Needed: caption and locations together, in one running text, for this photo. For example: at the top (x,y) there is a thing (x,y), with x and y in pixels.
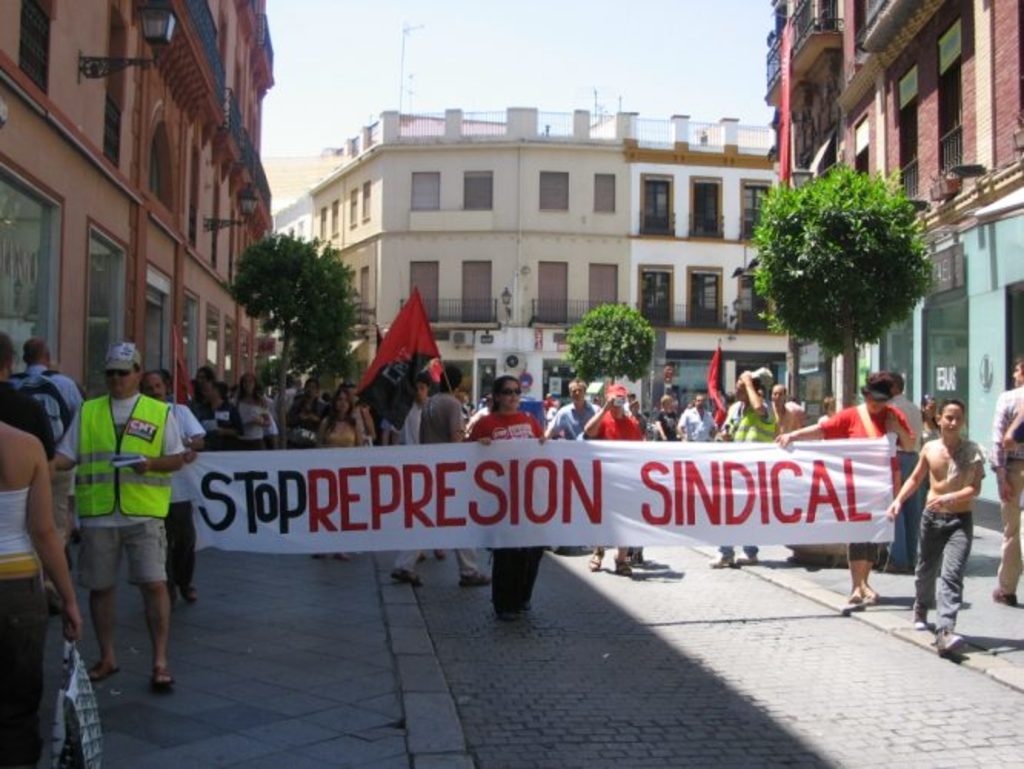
This is an outside view. Here I can see a crowd of people (182,556) walking on the road (620,604) and footpath (365,661). In the middle of the image (450,463) there are three persons (171,499) holding a banner (509,476) on which I can see some text (832,498). At the back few people (759,405) are holding the flags (399,331). In the background (702,305) there are some trees (314,312) and buildings (543,179). At the top of the image (529,64) I can see the sky (469,37).
